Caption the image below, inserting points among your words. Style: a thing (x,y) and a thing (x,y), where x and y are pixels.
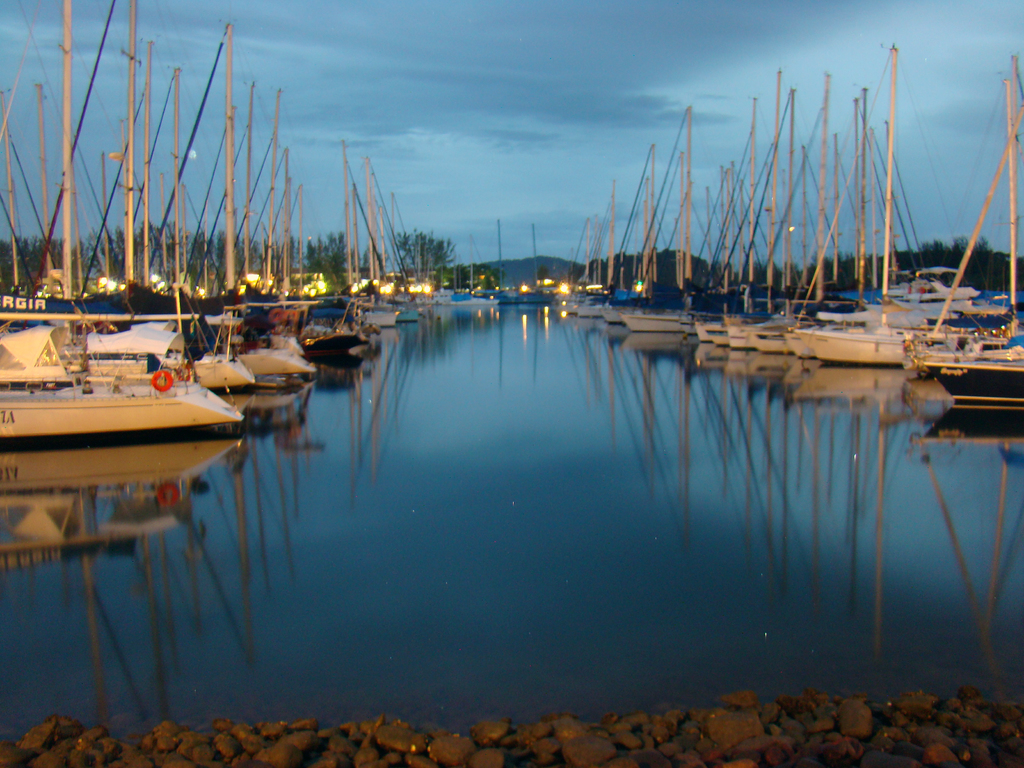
In the picture there are a lot of ships (312,307) kept in an order on the river (351,450), in the background there are plenty of light (561,286) and behind the lights (547,279) there are some trees (955,260).
